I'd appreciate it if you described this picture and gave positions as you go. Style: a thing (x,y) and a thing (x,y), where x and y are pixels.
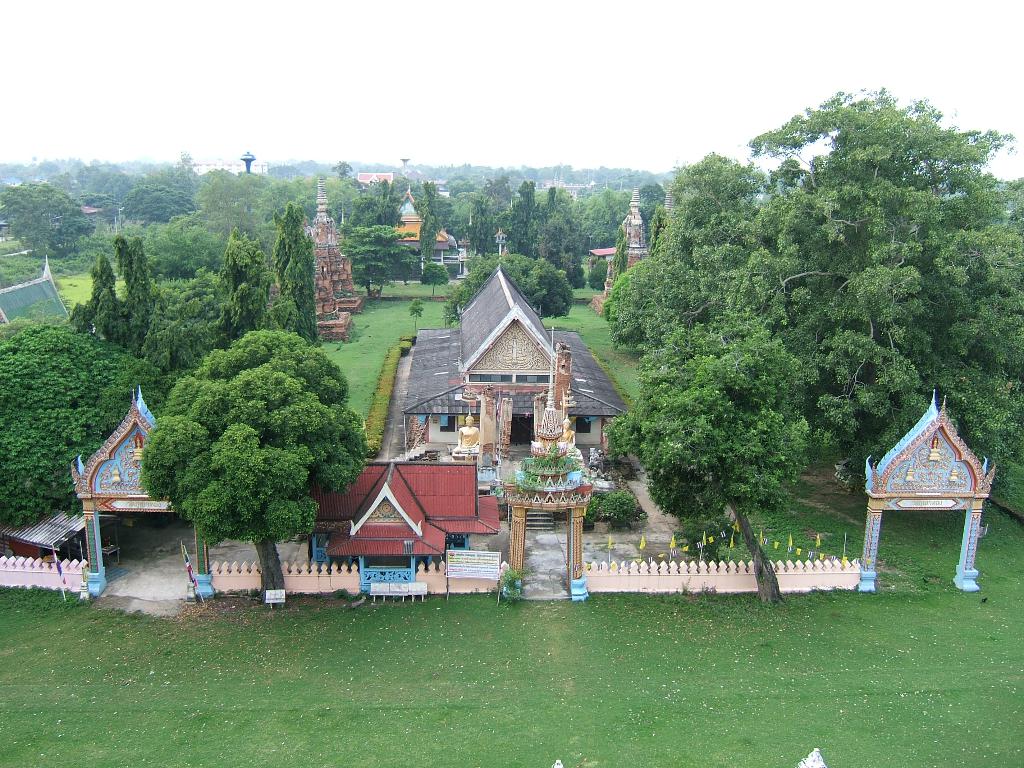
In this image I can see number of trees (96,179) and number of buildings (496,297). I can also see grass ground (24,628) in front (1002,630) and in the back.
